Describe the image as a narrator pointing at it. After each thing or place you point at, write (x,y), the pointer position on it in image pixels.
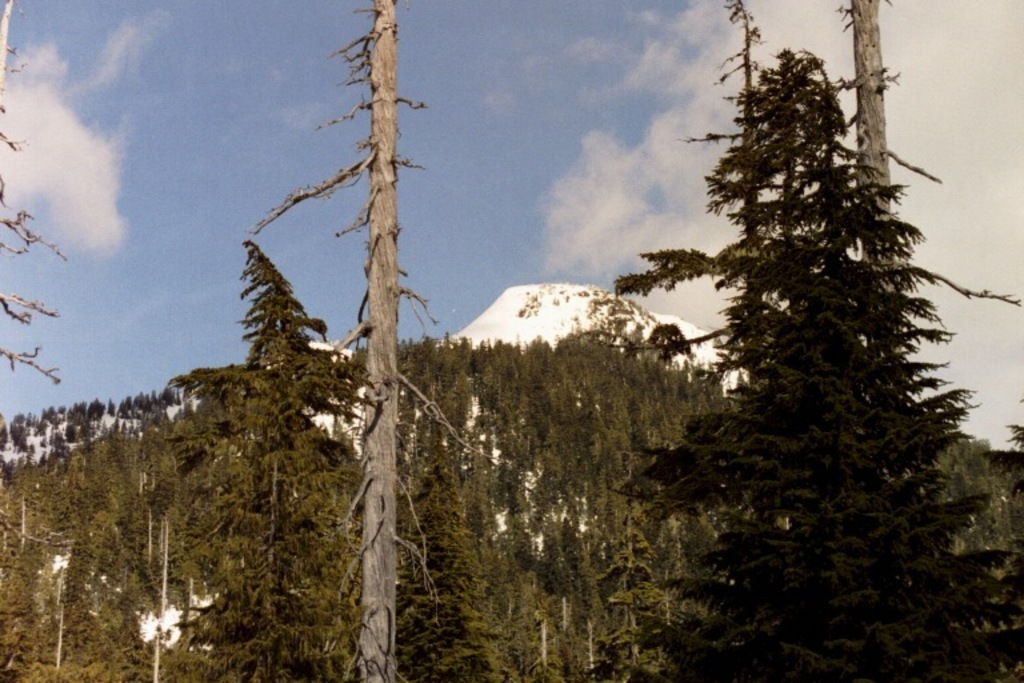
In this image in the foreground (838,390) there are some trees (647,455) and in the background (516,337) there are mountains (565,319), on the top of the image (212,119) there is sky (653,103).
